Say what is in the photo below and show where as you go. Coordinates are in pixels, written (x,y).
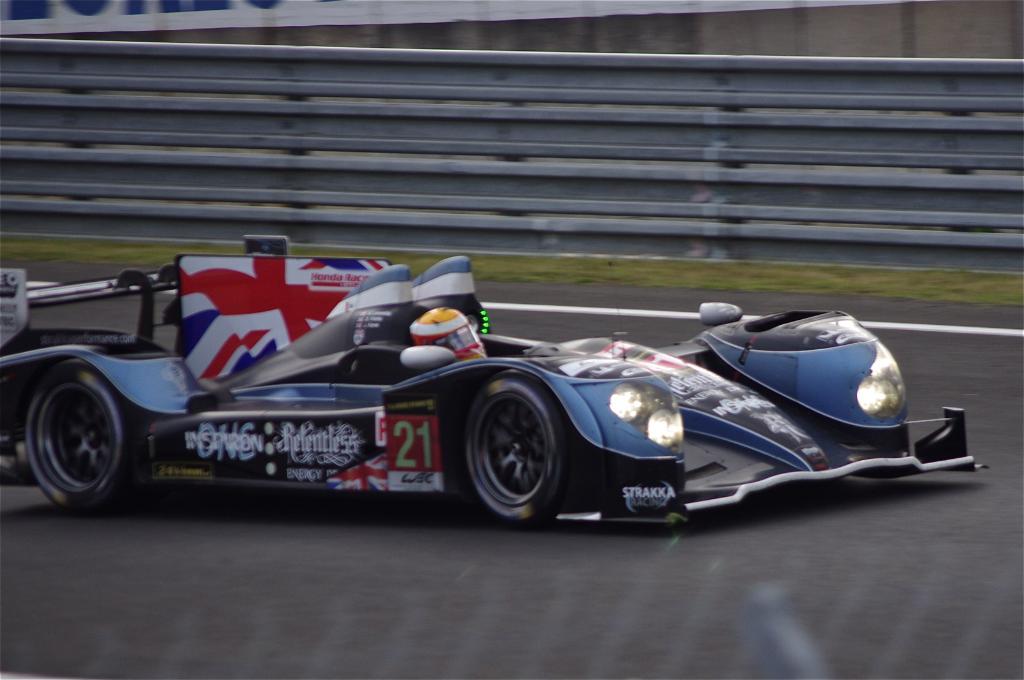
In this image a person (453,351) is sitting on the car (457,382) which is on the road (586,573). Person (465,346) is wearing a helmet (454,340). Beside the road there is a fence (569,252) on the grass land (691,280). Top of the image (362,19) there is a banner (314,13) attached to the wall (822,36).
